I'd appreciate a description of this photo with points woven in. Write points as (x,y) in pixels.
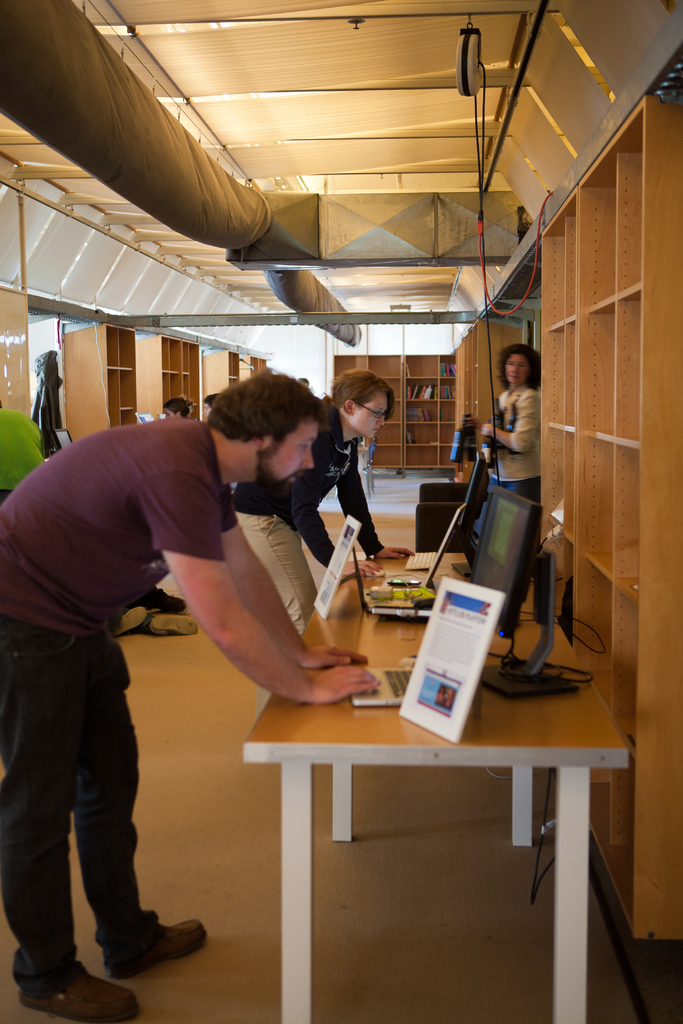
There are two people (264,506) standing and looking on the computer (395,691). This is a table (547,725) with a frame (458,657), monitors (497,569) and laptops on the table (464,757). Here is the woman (534,371) standing. These are the racks (569,386). At background (410,390) i can see some objects (424,388) placed inside the rack (406,402). This is the rooftop (347,107).
